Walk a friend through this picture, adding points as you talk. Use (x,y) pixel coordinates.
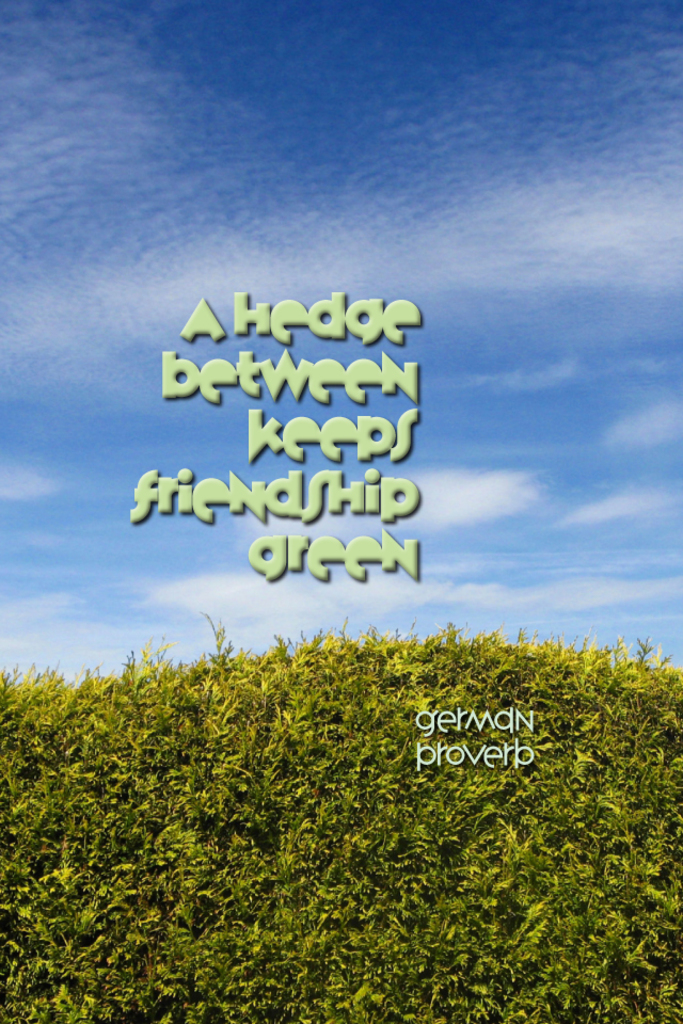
This image consists of a text (200,489). At the bottom (354,809), there are small plants (313,798). In the background (249,604), there are clouds (80,608) in the sky (148,254).
